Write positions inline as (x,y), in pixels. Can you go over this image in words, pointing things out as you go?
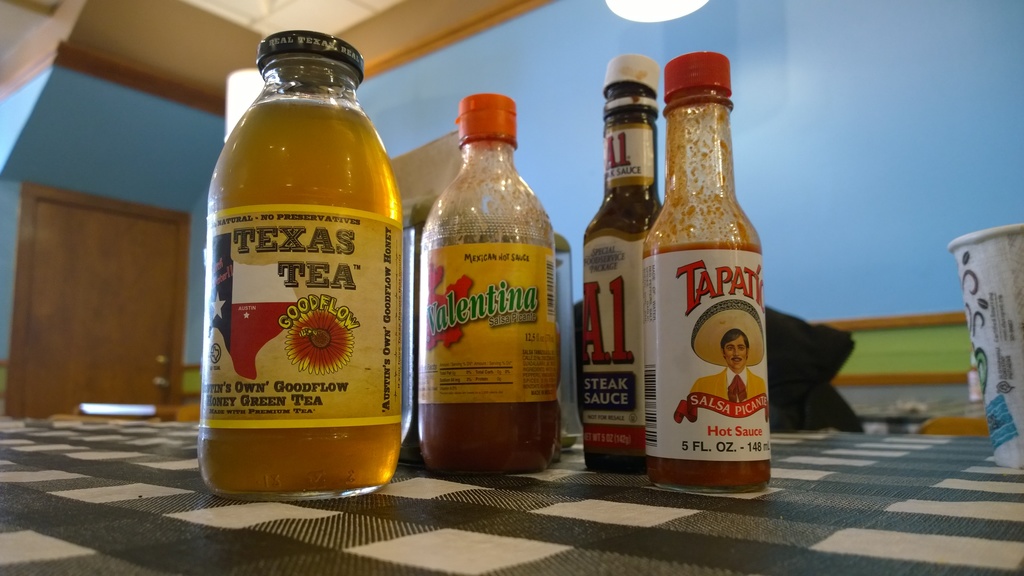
On the bottom of the image (696,491) there is a table (147,521). On the table (429,488) we can see a bottles (362,288), plastic bottle (472,357), sauces (664,357) and cup (995,377). On the left side (143,293) there is a door (63,323). On the top of the image (627,23) we can see a light (641,15) and blue color wall (909,60). Over here there is a jacket (814,382) which is on the chair (949,424).
